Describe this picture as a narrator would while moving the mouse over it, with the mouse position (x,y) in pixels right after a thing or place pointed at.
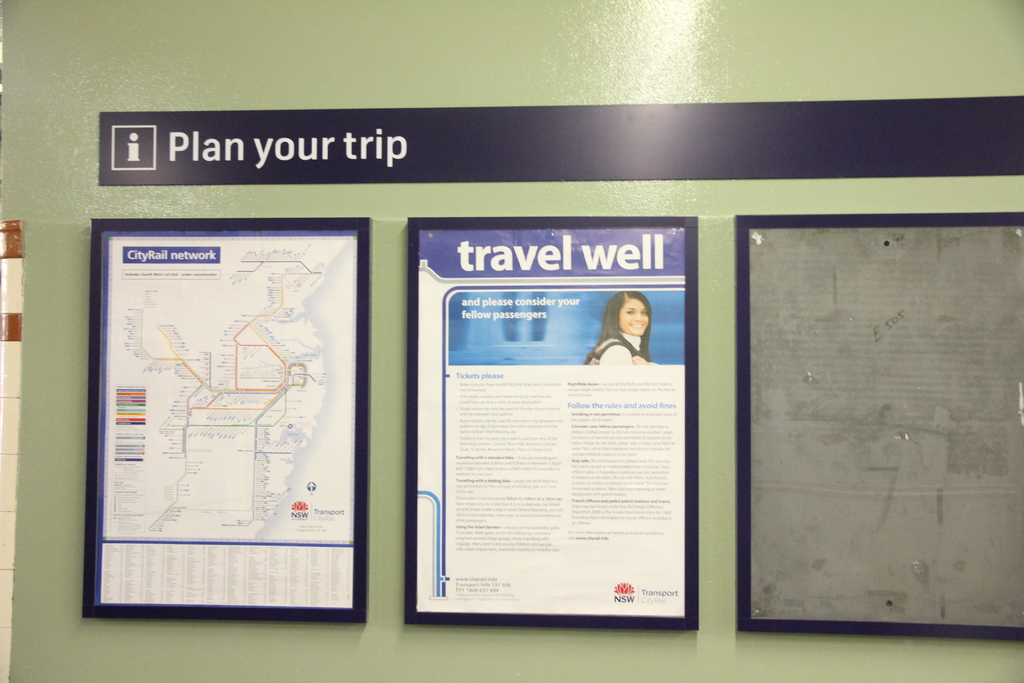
In this image there are photo frames (553,385), there is a photo frame (810,381) truncated towards the right of the image (910,358), there is text (275,371) on the photo frames (291,390), there is an object (4,408) truncated towards the left of the image (12,423), there is text (304,148), at the background of the image (204,74) there is wall (221,60) truncated.
